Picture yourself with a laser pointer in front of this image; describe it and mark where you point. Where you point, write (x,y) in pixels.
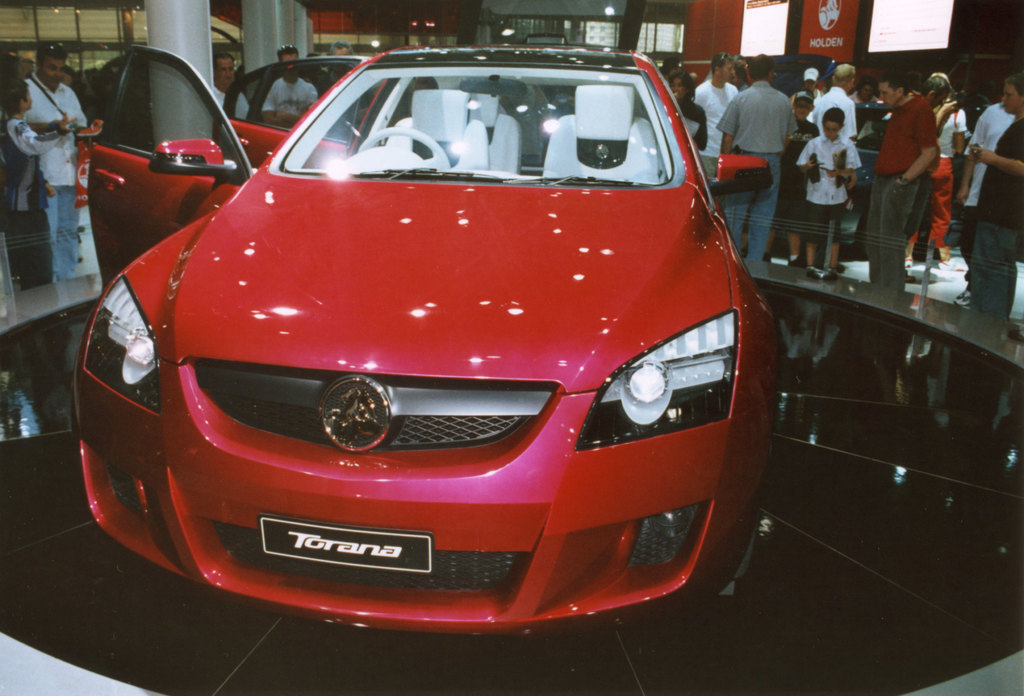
In this image we can see a car (499,431), which is red in color and we can see two doors (107,256) are open and on the plate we can see a name called Torana and there are lot of spectators (1008,97) watching the car (269,490).
